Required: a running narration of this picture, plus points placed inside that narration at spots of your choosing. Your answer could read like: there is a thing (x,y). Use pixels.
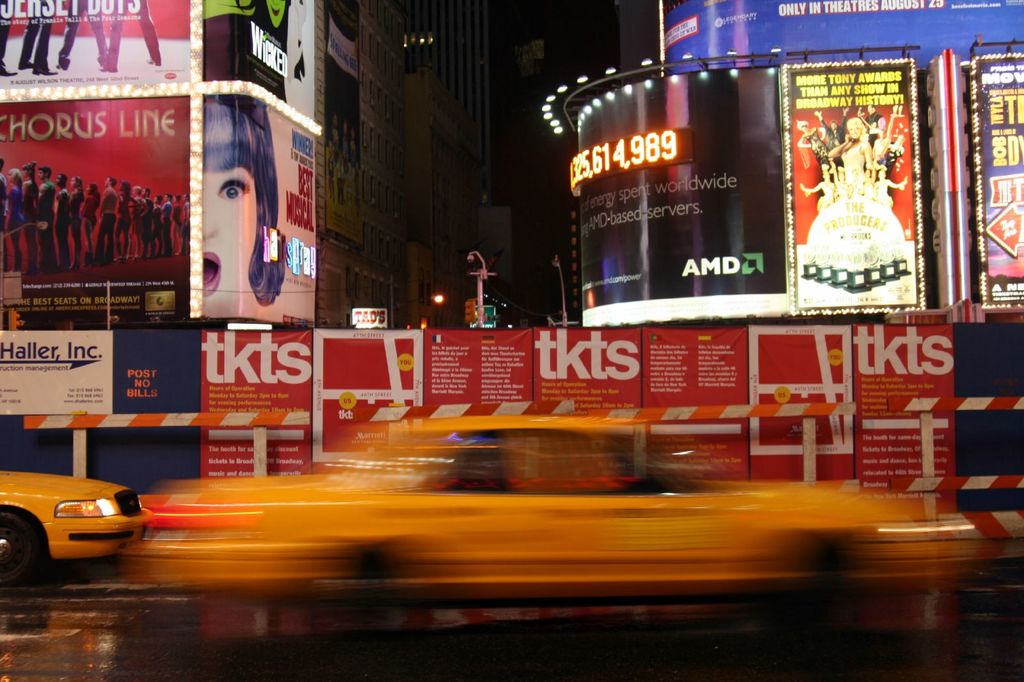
In this image there are vehicles (376,501) in the foreground (473,474). There are posters (557,398) and metal railing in the background (521,398). There are buildings (377,209) on the left (165,261) and right corner (967,167). And the sky (612,55) is dark at the top (571,82).
